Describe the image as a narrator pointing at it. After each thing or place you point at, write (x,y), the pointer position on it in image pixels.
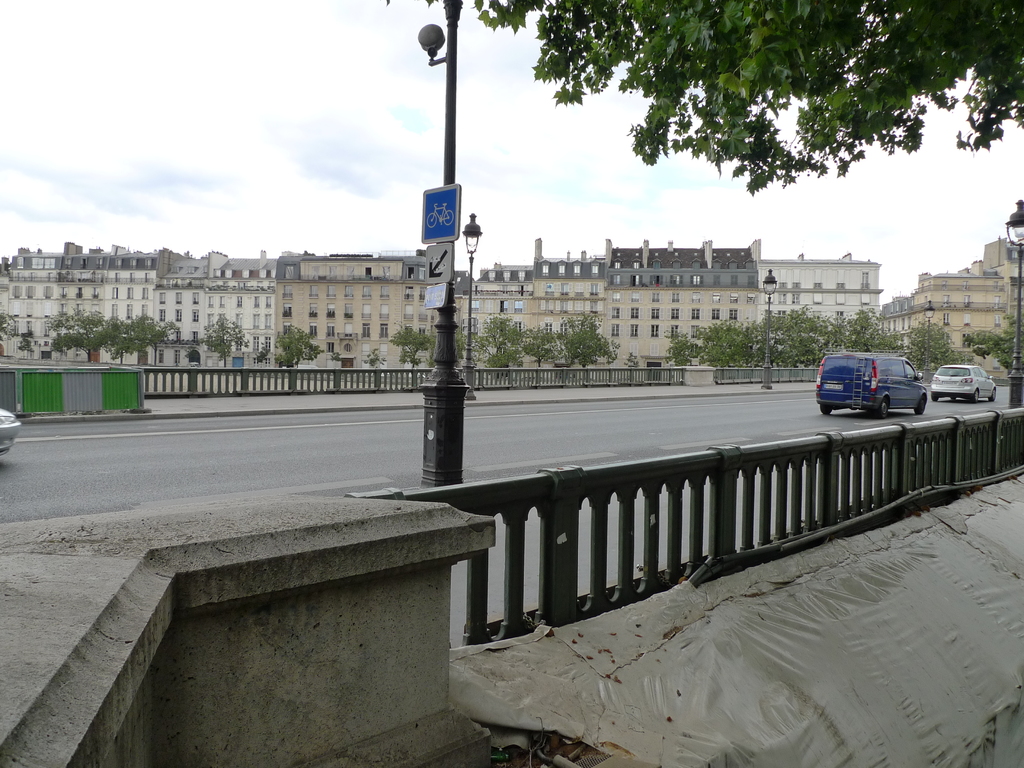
In this picture we can see vehicles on the road (500,571), here we can see boards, electric poles (1010,230) with lights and in the background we can see buildings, trees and the sky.
